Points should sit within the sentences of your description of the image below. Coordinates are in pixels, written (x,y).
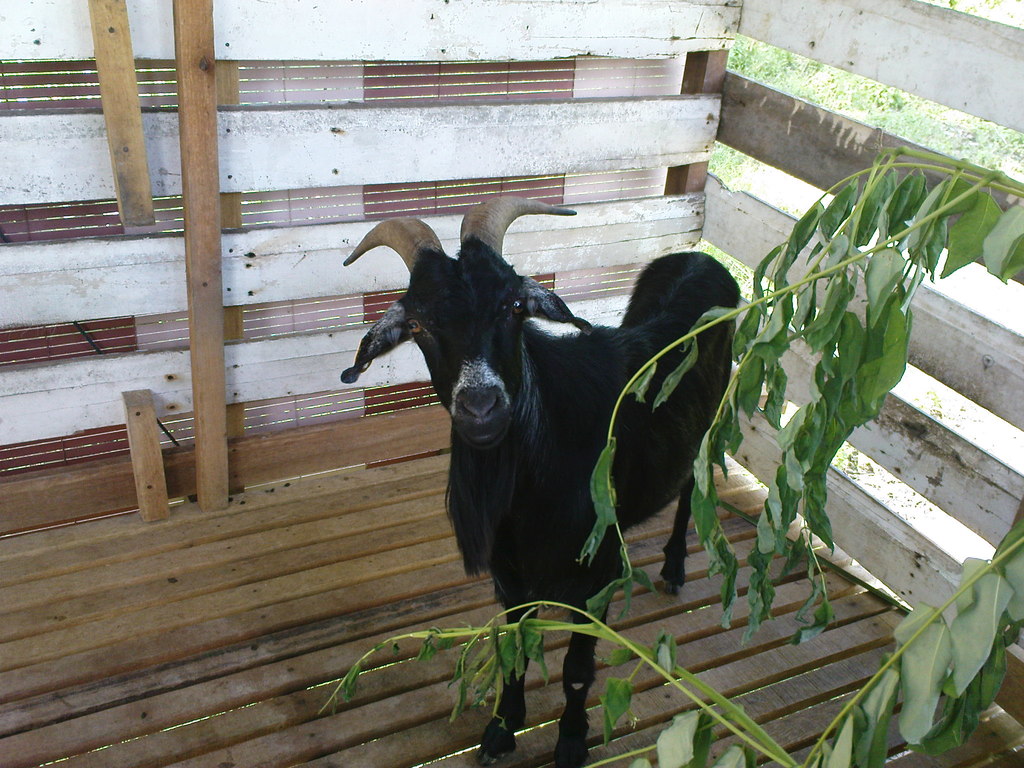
In this image there is a goat (509,688) on the wooden platform (741,612). In front of the image there is a plant (845,249) and we can see there is a wooden fence (80,293).
